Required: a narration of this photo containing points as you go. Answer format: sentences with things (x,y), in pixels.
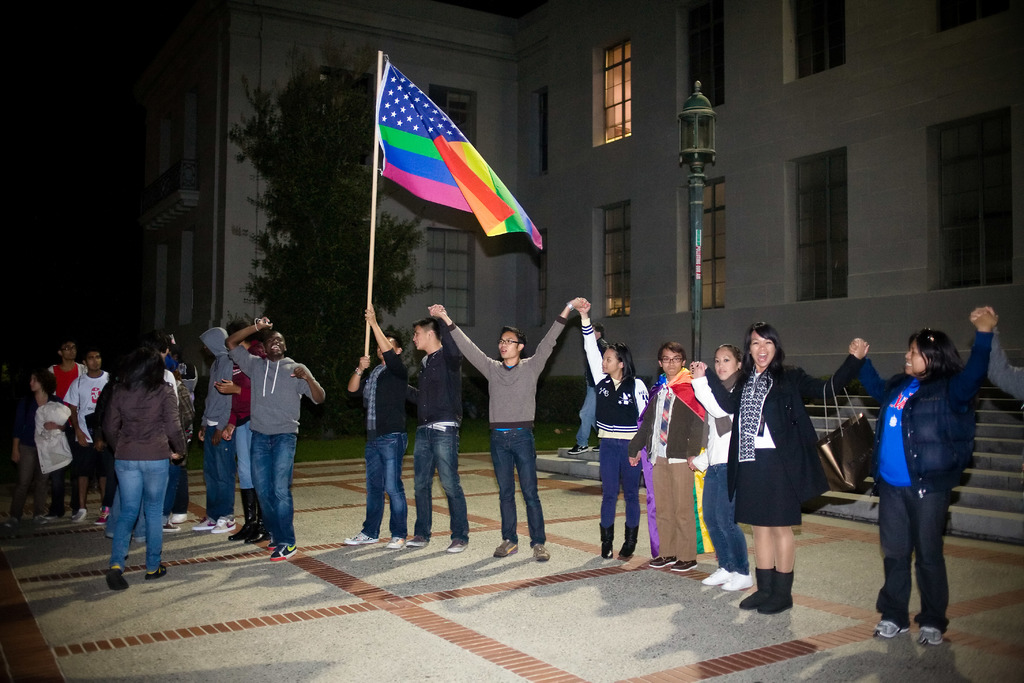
In this image, there are a few people (433,470). Among them, a person (377,392) is holding a flag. We can also see the ground (613,667). We can see the building (576,58) with some windows (624,266). We can also see a light pole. We can see a tree (357,66). We can see some stairs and grass (308,447).
